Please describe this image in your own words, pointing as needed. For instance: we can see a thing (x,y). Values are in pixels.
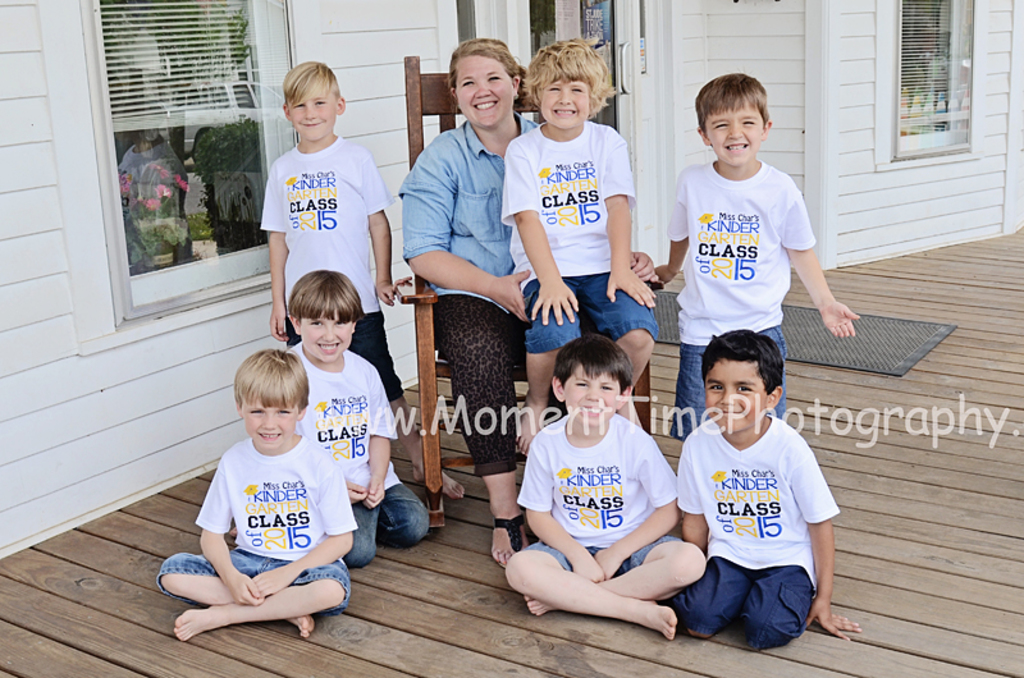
In this image we can see four boys (775,477) are sitting on the floor (362,642). Behind them, we can see a woman (430,175) is sitting on the chair (424,382). There is a boy (576,315) on the lap (445,339) of the woman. On the both sides of the women (463,331), we can see the boys (719,215) are standing. In the background (344,61), we can see a wall (810,61), door (622,102) and windows (928,68). There is a doormat (865,356) on the floor (289,624). Behind the window (167,213), we can see the flower plants (157,205).
